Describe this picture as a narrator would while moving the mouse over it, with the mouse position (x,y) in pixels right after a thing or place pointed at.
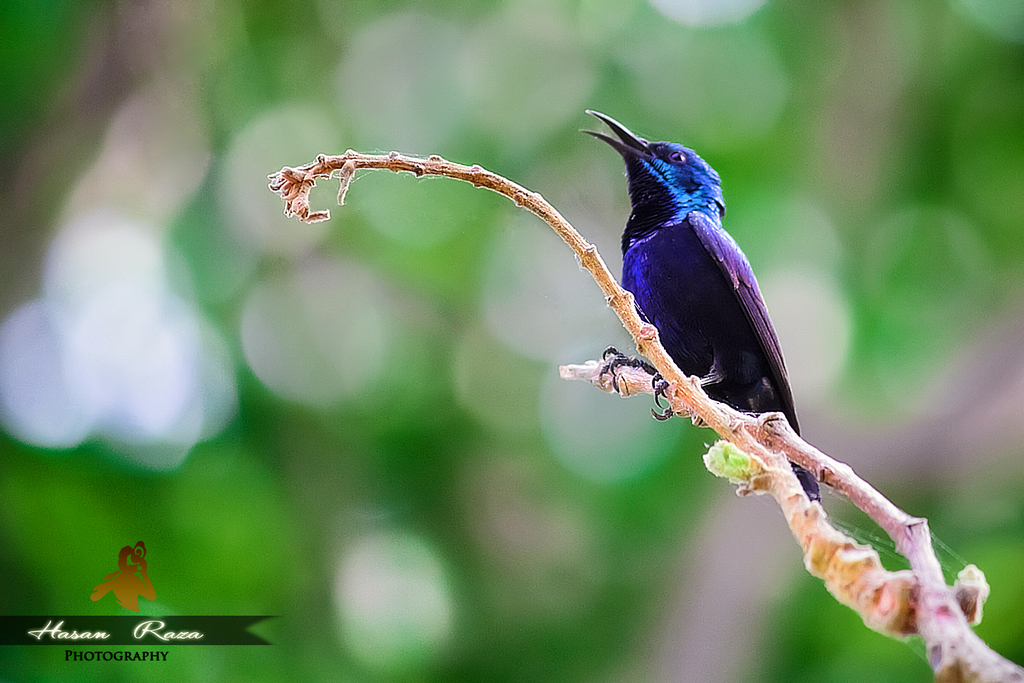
In this image we can see a bird (735,275) is sitting on a branch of the plant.
